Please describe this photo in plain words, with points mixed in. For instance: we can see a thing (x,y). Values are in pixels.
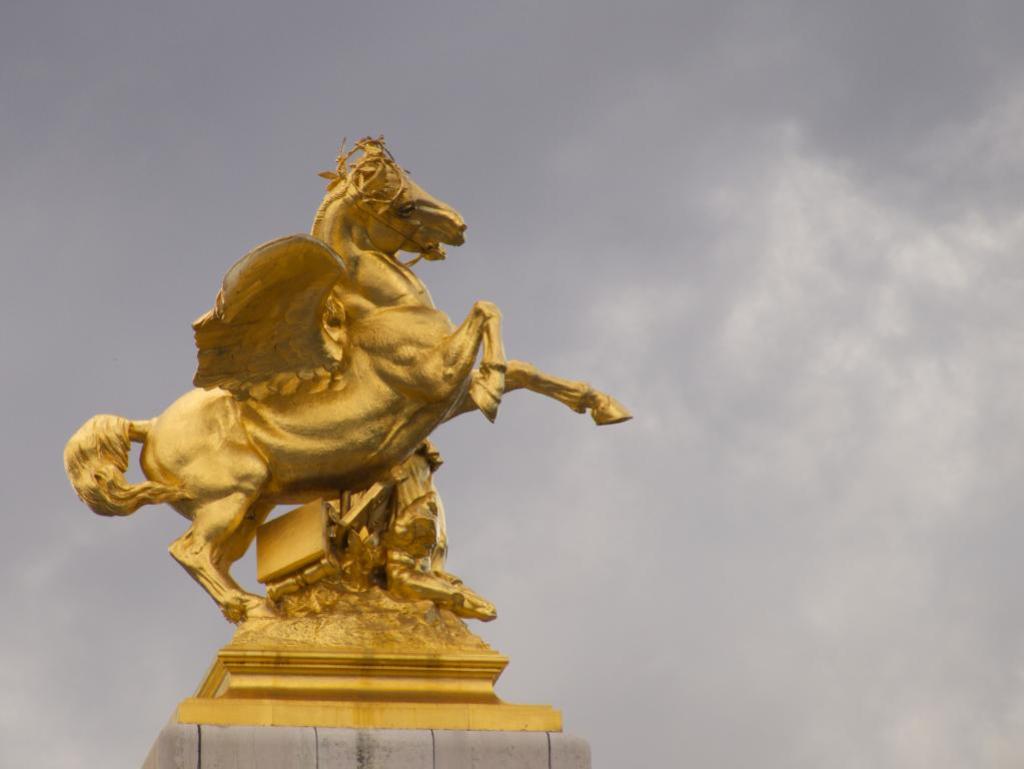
In the center of the image (387,353) there is a statue (392,444). In the background (747,153) we can see sky (747,153) and clouds (856,153).
